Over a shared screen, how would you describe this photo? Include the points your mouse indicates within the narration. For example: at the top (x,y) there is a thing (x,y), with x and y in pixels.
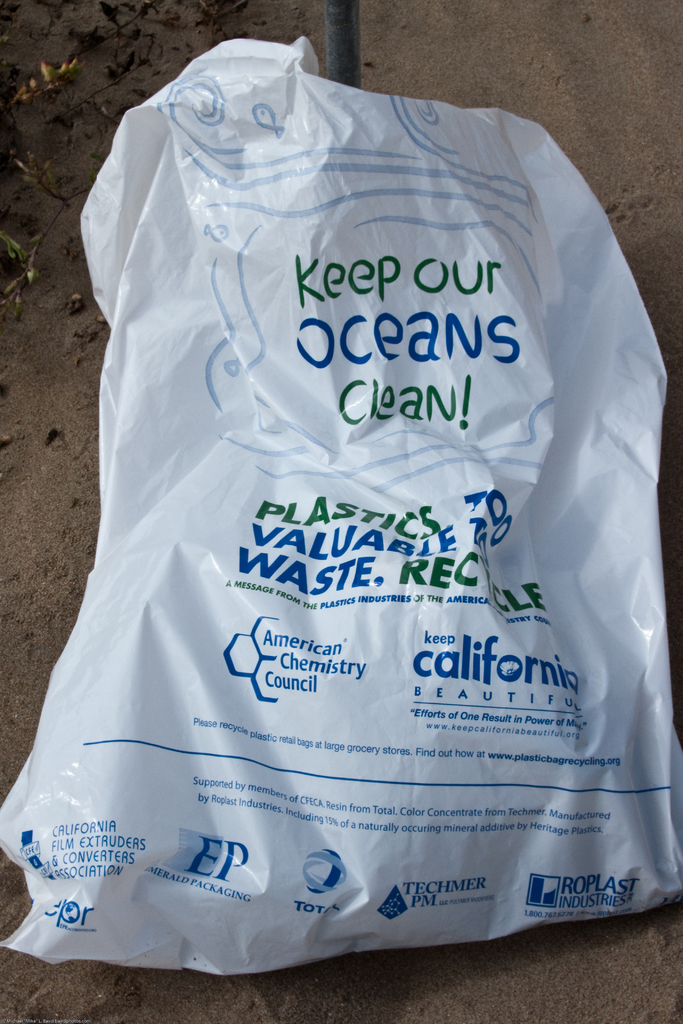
In the image we can see there is a plastic cover (261,730), on it there is a printed text (389,354). This is a sand (37,500) and an iron pole (337,59).
